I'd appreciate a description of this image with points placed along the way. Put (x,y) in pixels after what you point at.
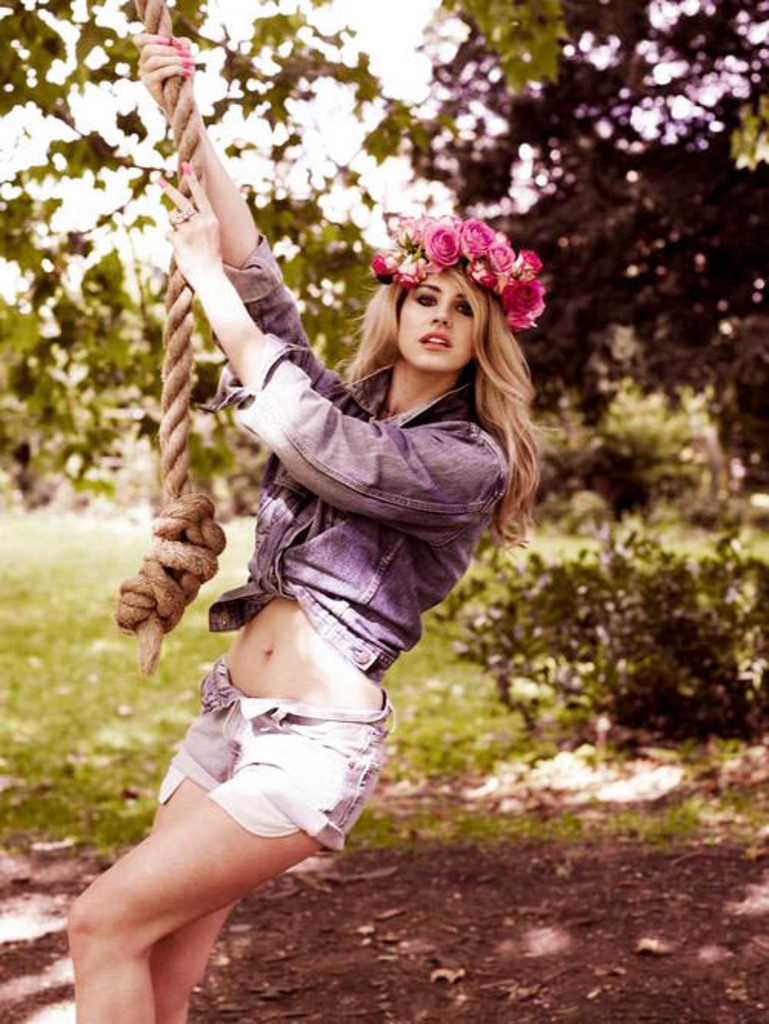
In the foreground of the picture (279,568) there is a woman (263,754) holding a rope (186,455) and there is mud (465,903). In the background (677,600) there are trees (475,180), plants (695,648) and grass (66,694).
